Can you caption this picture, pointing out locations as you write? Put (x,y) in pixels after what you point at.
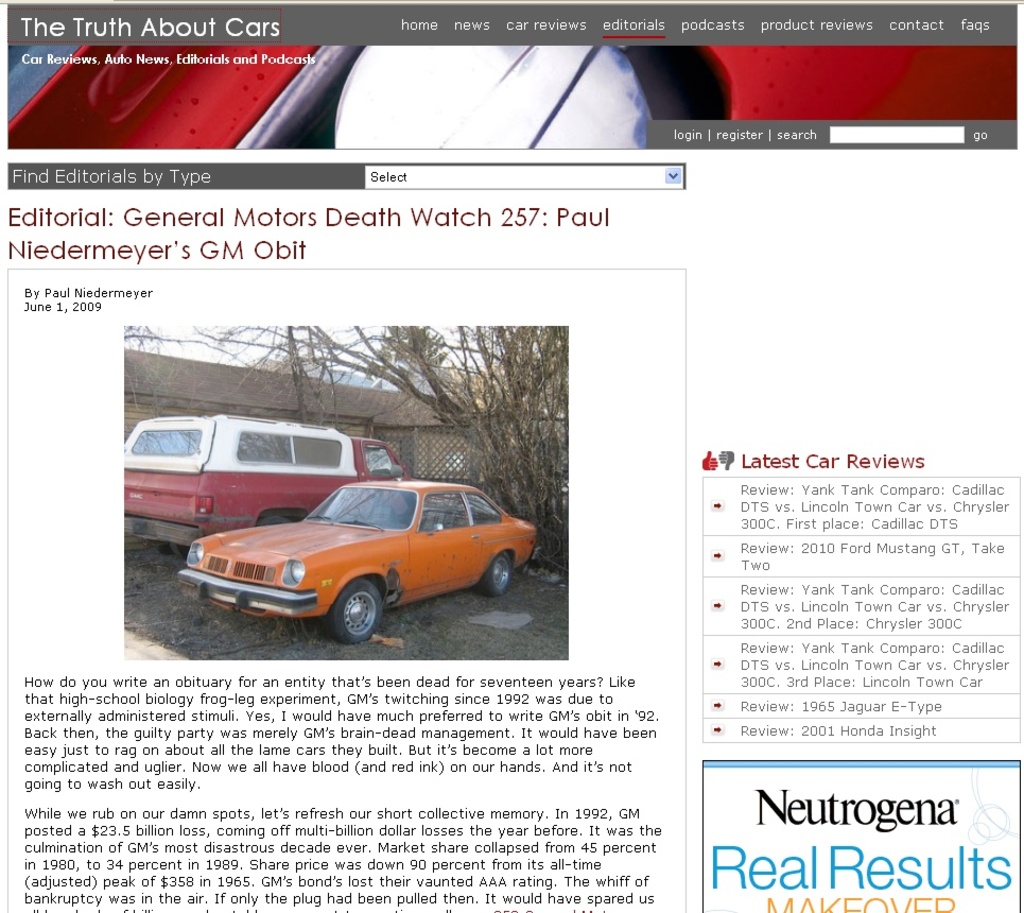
This is a web page and here we can see a picture (338,490) consisting of vehicles (285,482), trees (477,384) and a shed (364,411) and at the bottom (369,863), we can see text (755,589) written.
